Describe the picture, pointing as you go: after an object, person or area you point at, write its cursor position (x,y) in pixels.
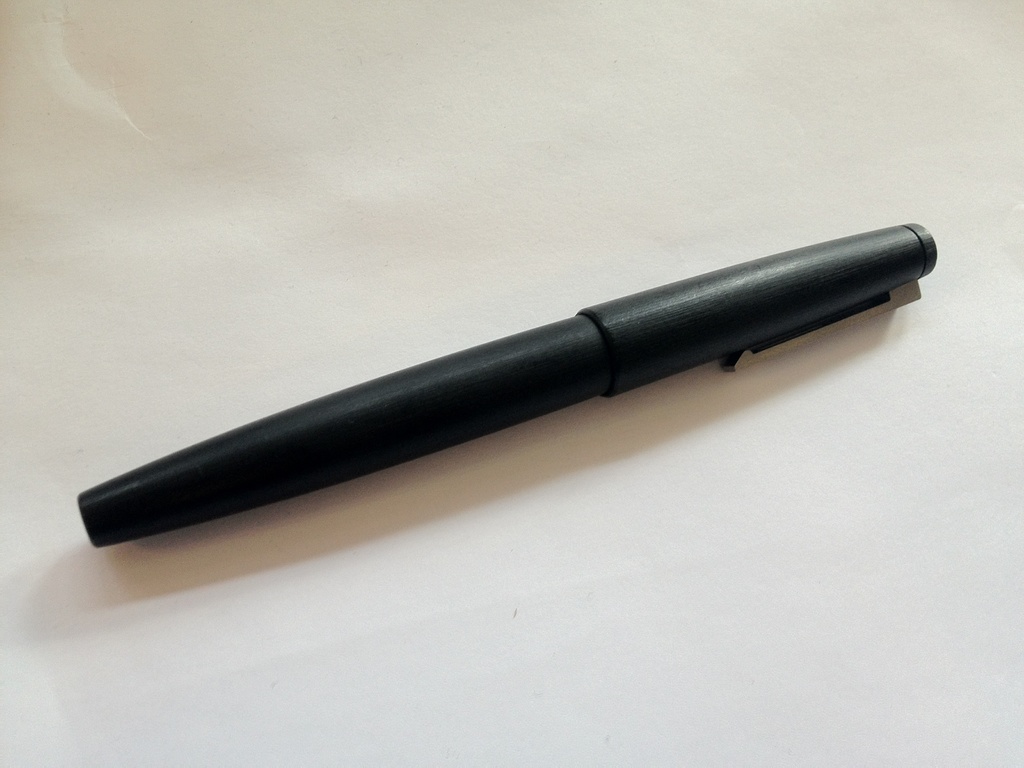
In this picture I can see a black color pen (300,413) and I can see white color background (483,131).
